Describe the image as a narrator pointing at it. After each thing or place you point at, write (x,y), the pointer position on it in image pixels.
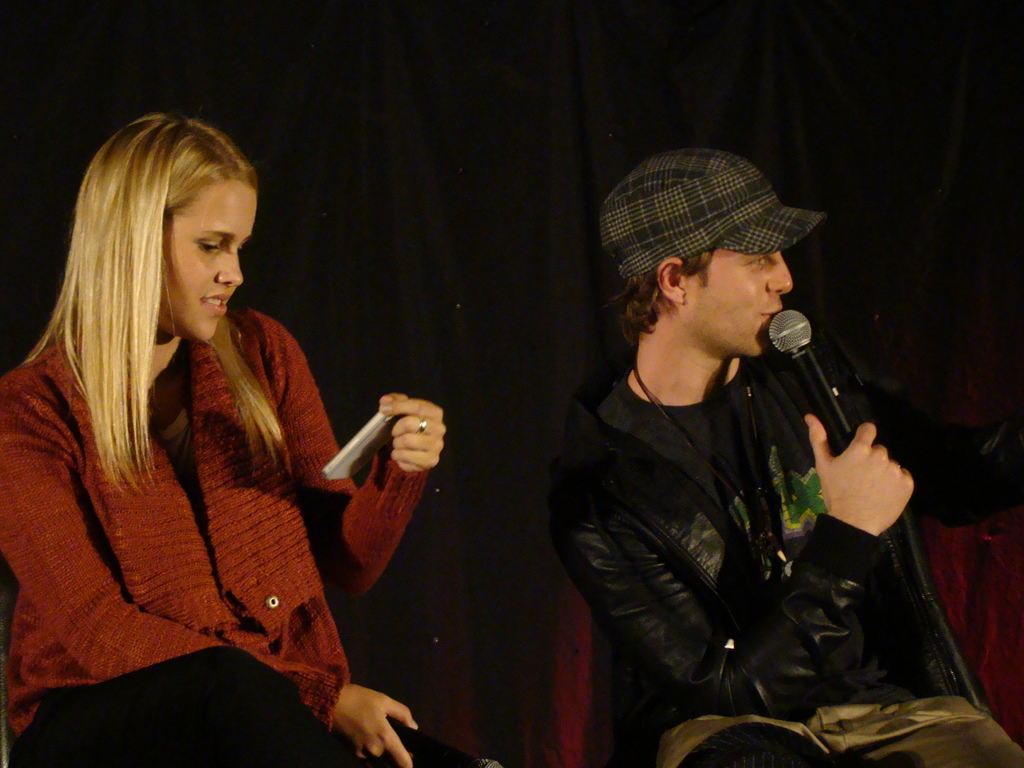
As we can see in the image there are two people (673,339) sitting on chairs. The woman (232,702) on the left side (200,542) is wearing red color jacket (232,454) and the man (810,472) on the right side (824,673) is wearing black color jacket (705,533). The person (744,464) is holding a mic (821,381).
